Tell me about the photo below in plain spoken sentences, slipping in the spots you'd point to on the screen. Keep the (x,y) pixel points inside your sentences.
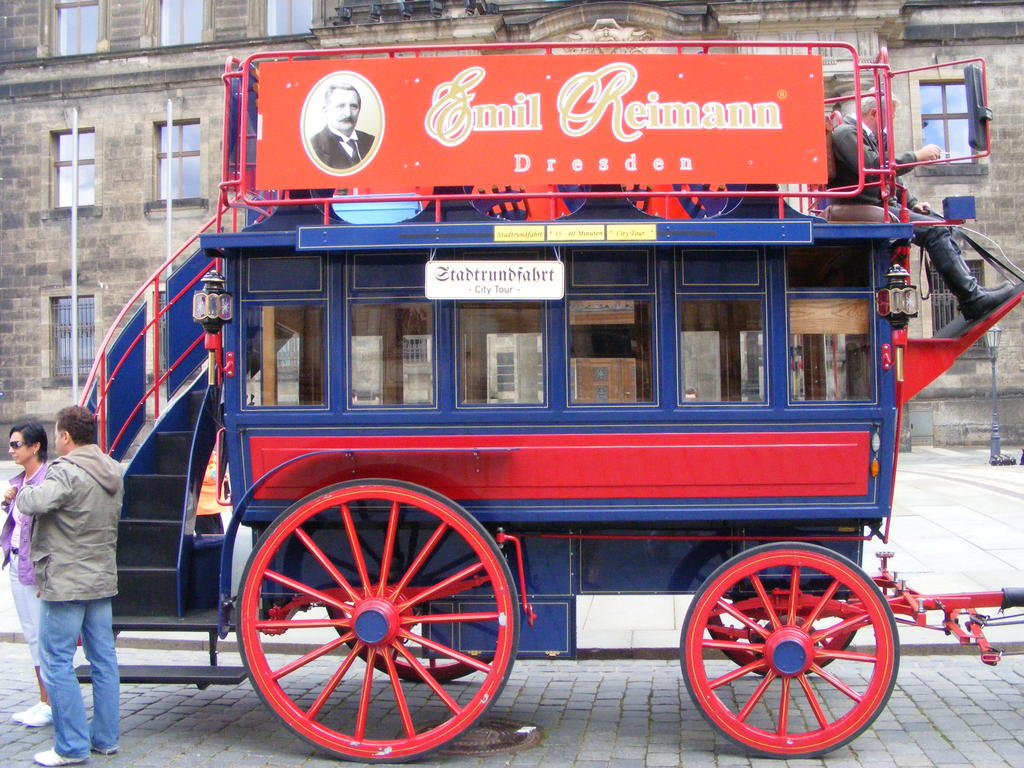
In this image we can see a person (921,215) sitting on a trolley (881,234), there is a board (596,124) with a person's image (346,100) and some text (588,115) written on it, we can see two persons (110,511) standing on the road (162,633), behind them there is a building (1020,200), two poles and a street light (995,419).
